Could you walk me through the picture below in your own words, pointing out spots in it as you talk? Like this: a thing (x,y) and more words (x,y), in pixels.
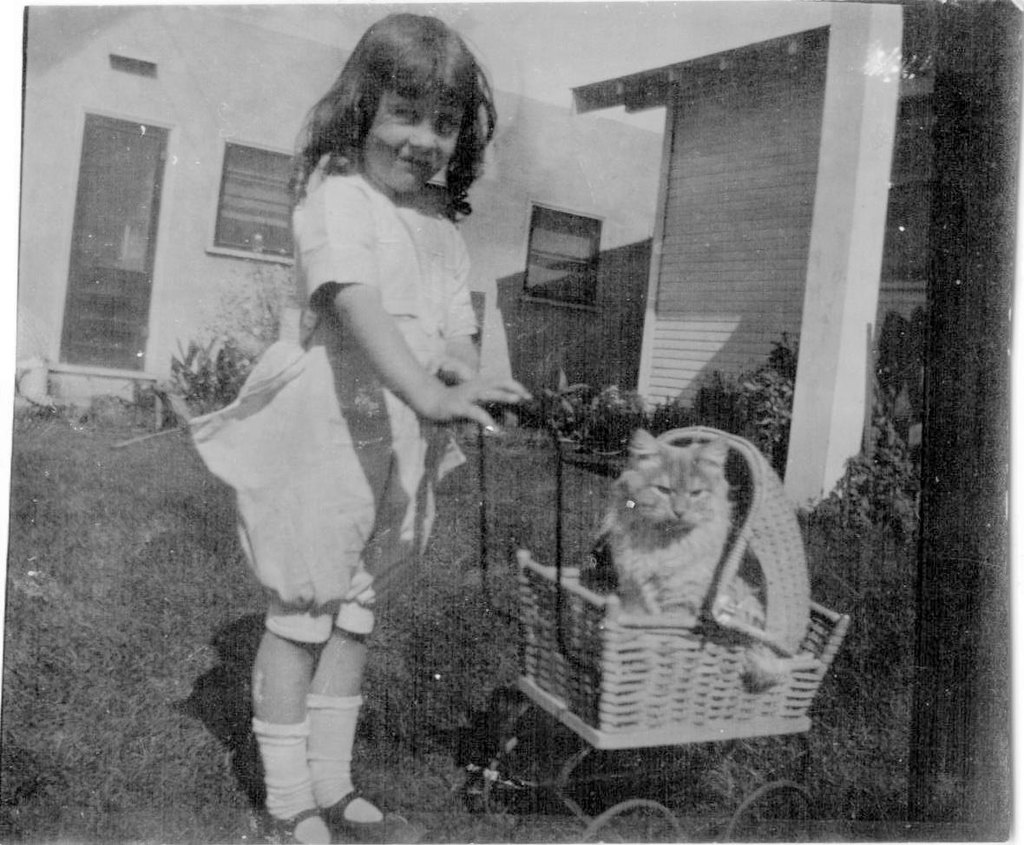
In the center of the image (445,444) we can see a girl (351,504) standing and holding a pram (706,650) in her hand (489,392). We can see a cat (673,604) sitting in the pram (693,702). In the background (657,368) there are sheds (161,232) and plants (114,408). At the bottom (188,729) there is grass (528,747).
